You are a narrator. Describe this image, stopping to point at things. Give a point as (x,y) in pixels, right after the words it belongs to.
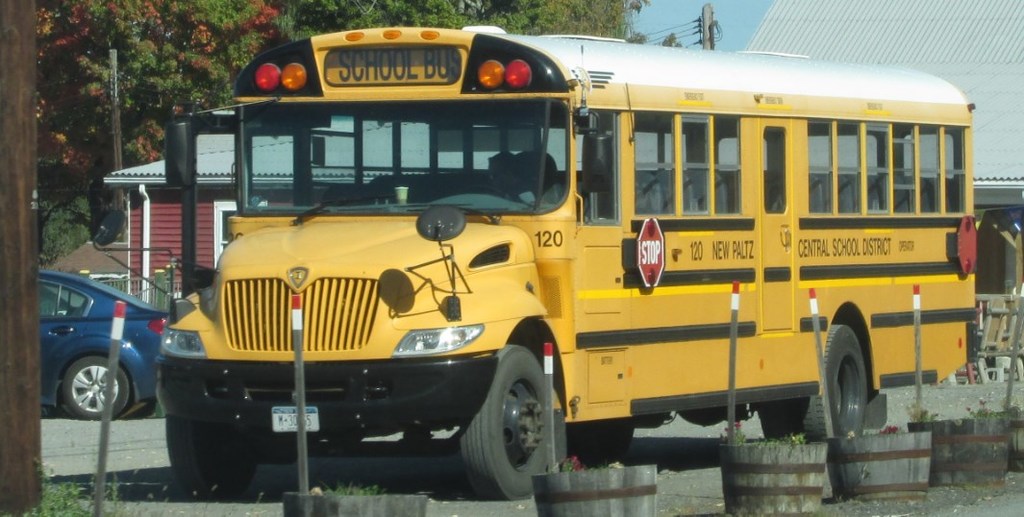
There is a bus (463,381) and a car (71,342) present in the middle of this image (397,260). We can see trees (126,85) and a house (998,151) in the background (989,201). There are plant pots (769,474) present at the bottom of this image (584,485).
